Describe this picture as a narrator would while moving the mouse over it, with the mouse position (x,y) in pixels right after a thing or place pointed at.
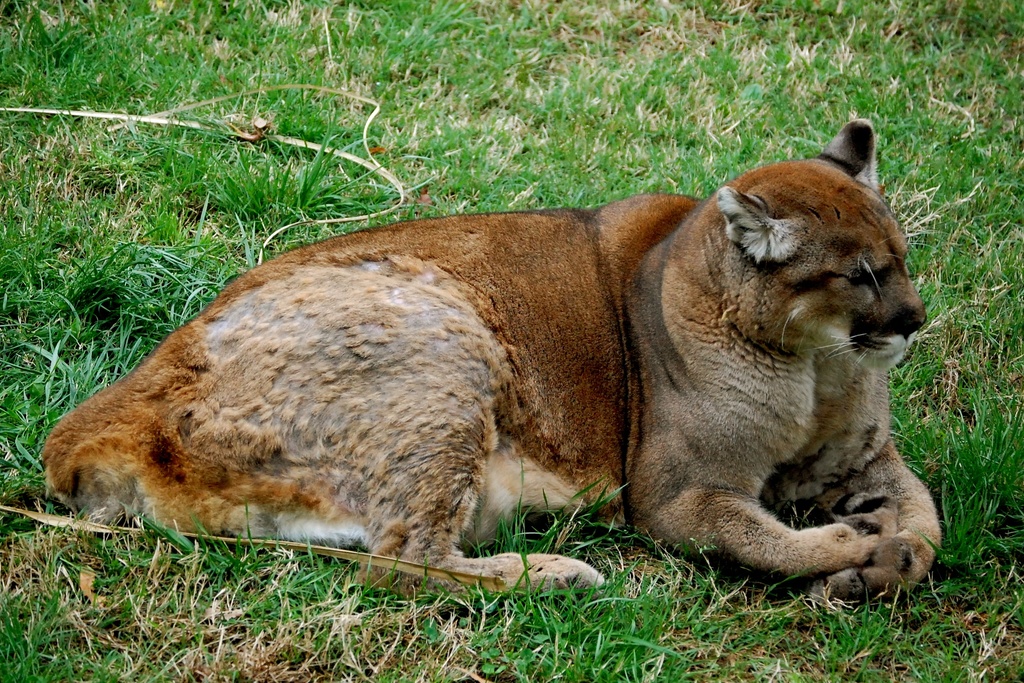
In this image we can see an animal (452,338) sitting on the grass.
